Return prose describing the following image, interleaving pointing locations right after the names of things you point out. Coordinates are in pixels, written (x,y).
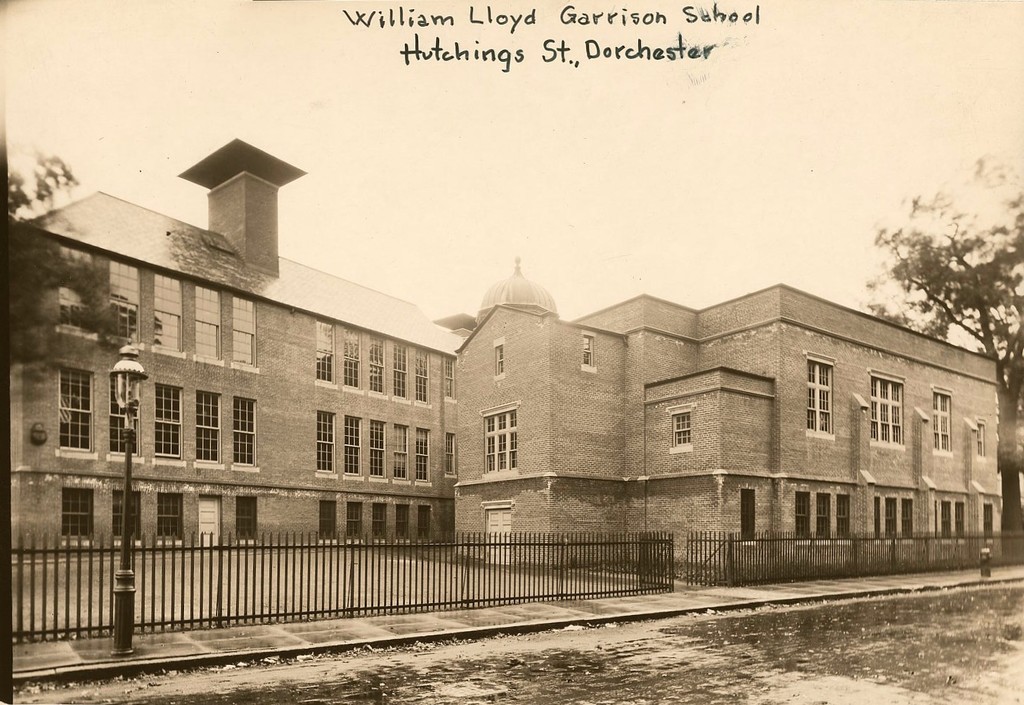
This image consists of a poster (609,484). In which we can see a building (343,504) along with fencing (876,564). At the bottom (474,658), there is a road (574,659). On the right (912,241), there is a tree (970,298). At the top (306,182), there is sky (413,149) along with the text (542,32).
